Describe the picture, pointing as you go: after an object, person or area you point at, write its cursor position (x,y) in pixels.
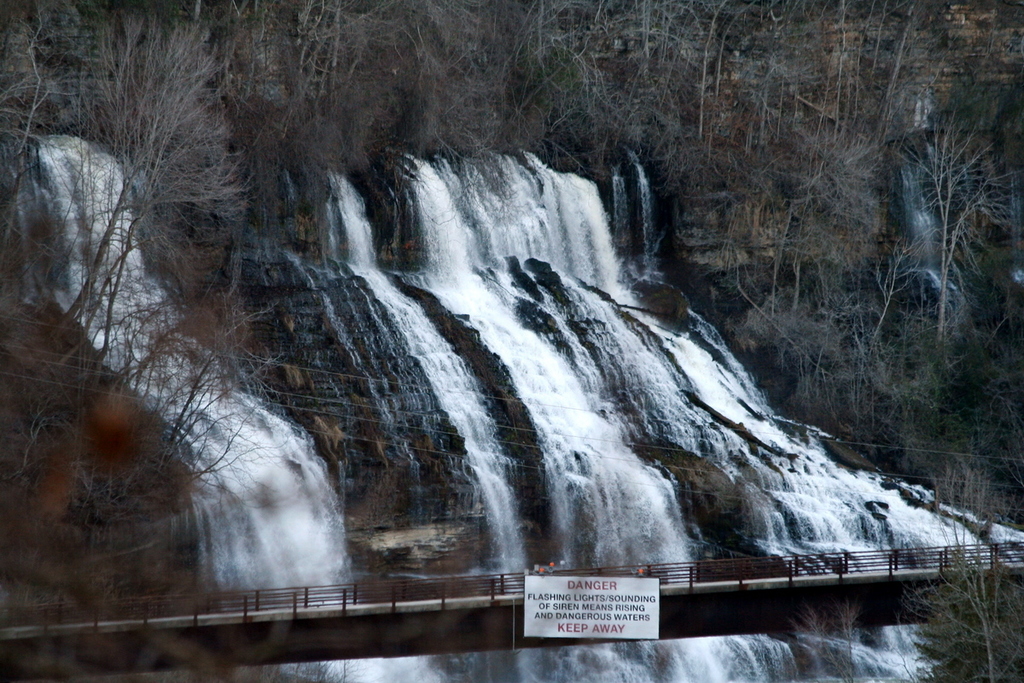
In this image, I can see a waterfall (511,331). These are the water (589,361) flowing. This looks like a bridge (453,589). Here is a board (543,619) hanging. These are the trees (805,398).
